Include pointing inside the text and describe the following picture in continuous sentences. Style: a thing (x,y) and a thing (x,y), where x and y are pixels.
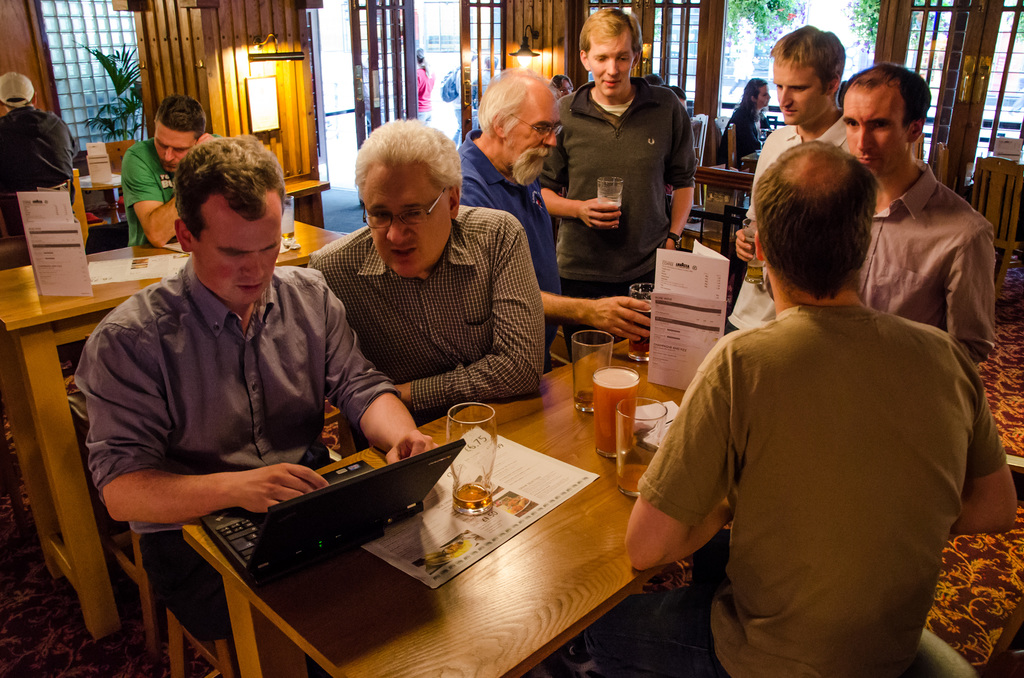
There are two people (317,363) sitting in the chairs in front of a laptop (306,505) which was placed on the table (502,570) along with some glasses (599,413) here. There are some papers (698,318) on the table (553,423). Some of the people (559,148) was standing around the table (535,587). In the background (172,155) there are some people (187,145) sitting and there is a wall (237,73) here.
